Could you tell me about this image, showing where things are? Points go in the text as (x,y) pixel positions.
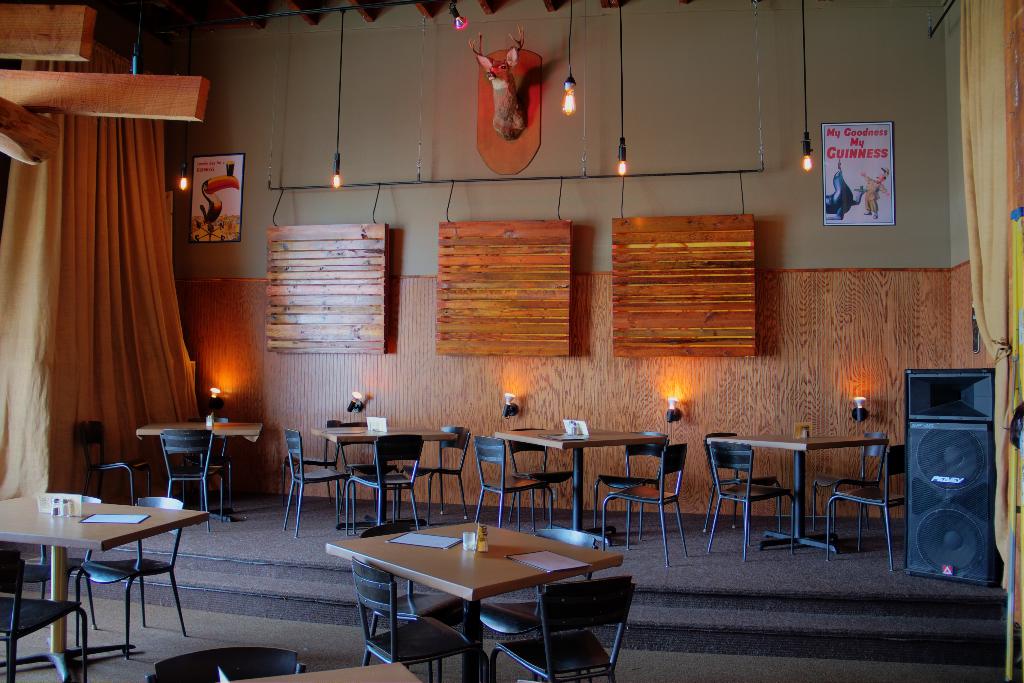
In this image there are many tables (369,551) and chairs (675,459). On the tables (124,530) there are papers (453,540) and glasses (466,550). Behind the tables (510,554) there's a wall (559,79). There are wooden boards (482,301) hanging on the wall (404,318). Beside the boards (683,279) there are papers (843,168) with text (839,155) sticked on the wall (253,205). Below the boards (523,310) there are lights (214,406) on the wall (747,406). At the top (492,100) there is a sculpture (505,94) on the wall (457,87). There are lights (334,178) hanging to the ceiling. On the either sides of the image there are curtains (968,221). In the bottom right (937,510) there is a speaker box (948,518) on the floor (889,621). There is a carpet (661,590) on the floor (279,580).
